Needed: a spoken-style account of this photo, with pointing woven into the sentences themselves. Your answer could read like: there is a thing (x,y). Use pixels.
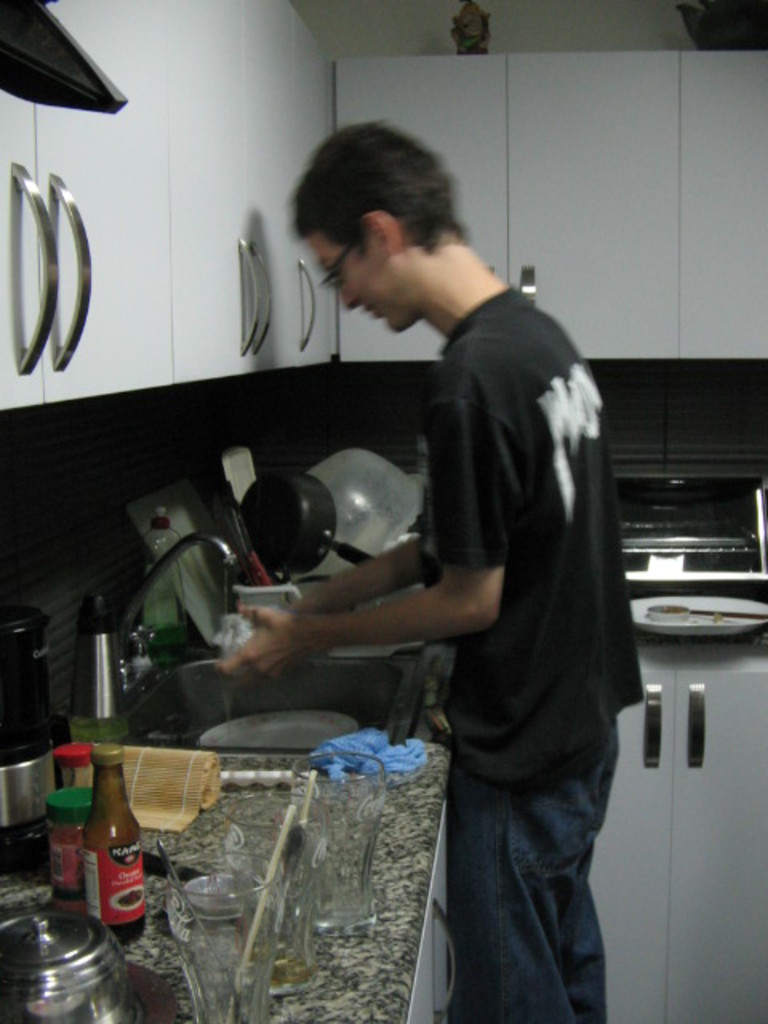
In this picture there is a man (513,454) standing in the kitchen (510,220) washing dishes (284,717) near the sink (261,693). We can observe bottles (86,817), dishes (54,964) and glasses (249,923) here. In the background (175,151) there are cupboards (554,154).
